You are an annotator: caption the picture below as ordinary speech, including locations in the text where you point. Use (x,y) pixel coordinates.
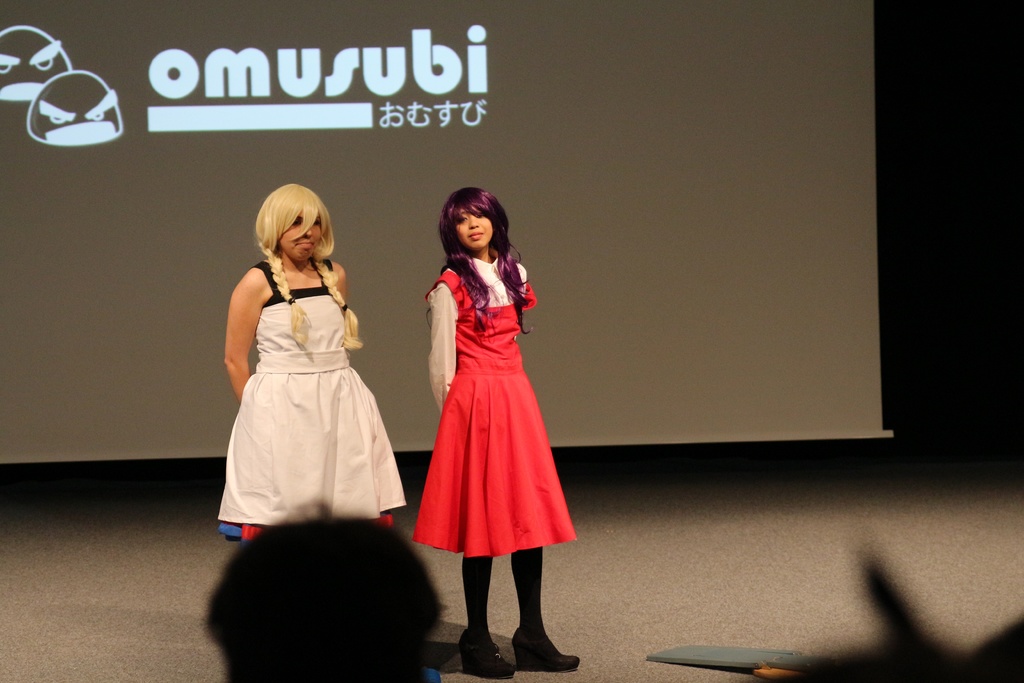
In this picture I can observe two women (295,419) standing on the floor (149,568). In the background (655,90) I can observe projector display screen (380,118).
